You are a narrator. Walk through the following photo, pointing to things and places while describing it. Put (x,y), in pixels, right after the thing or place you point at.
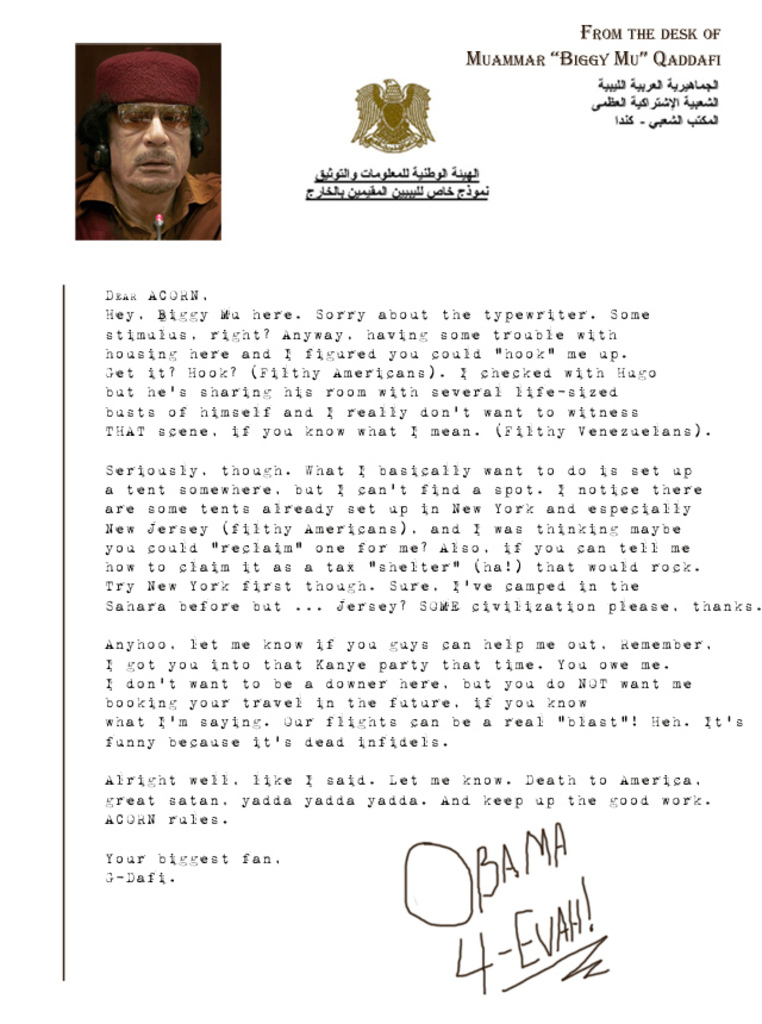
In this image there is a photograph (163,155) of a person (175,151) with some text (407,330) and logo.
